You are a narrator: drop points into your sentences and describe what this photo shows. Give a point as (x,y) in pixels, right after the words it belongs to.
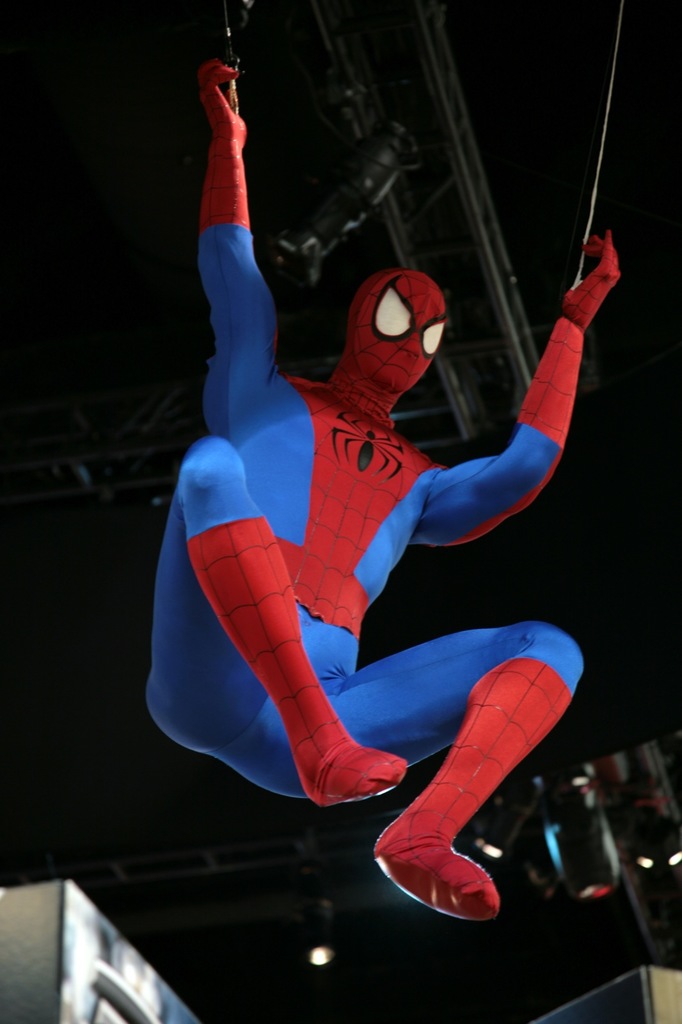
In this image, we can see a spider man (285,524) on the black background.
